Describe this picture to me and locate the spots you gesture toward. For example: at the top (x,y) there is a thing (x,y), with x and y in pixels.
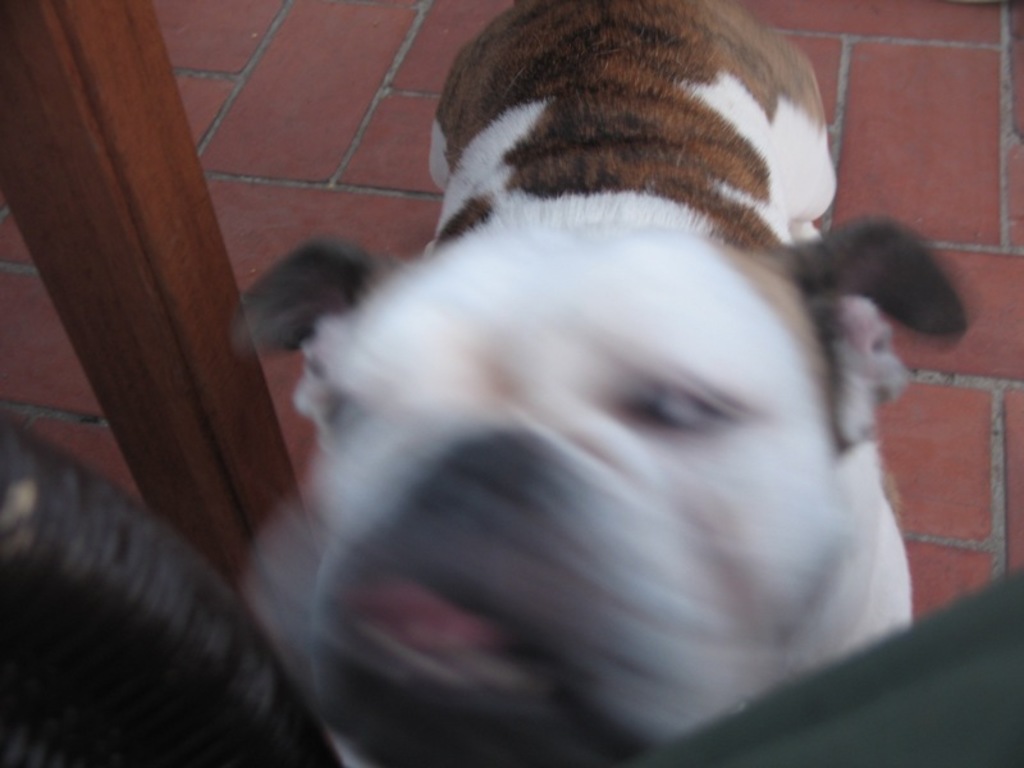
This image consists of a dog (620,395) in white and brown color. At the bottom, there is a floor (343,116). On the left (97,251), there is a wooden pillar (112,325).
